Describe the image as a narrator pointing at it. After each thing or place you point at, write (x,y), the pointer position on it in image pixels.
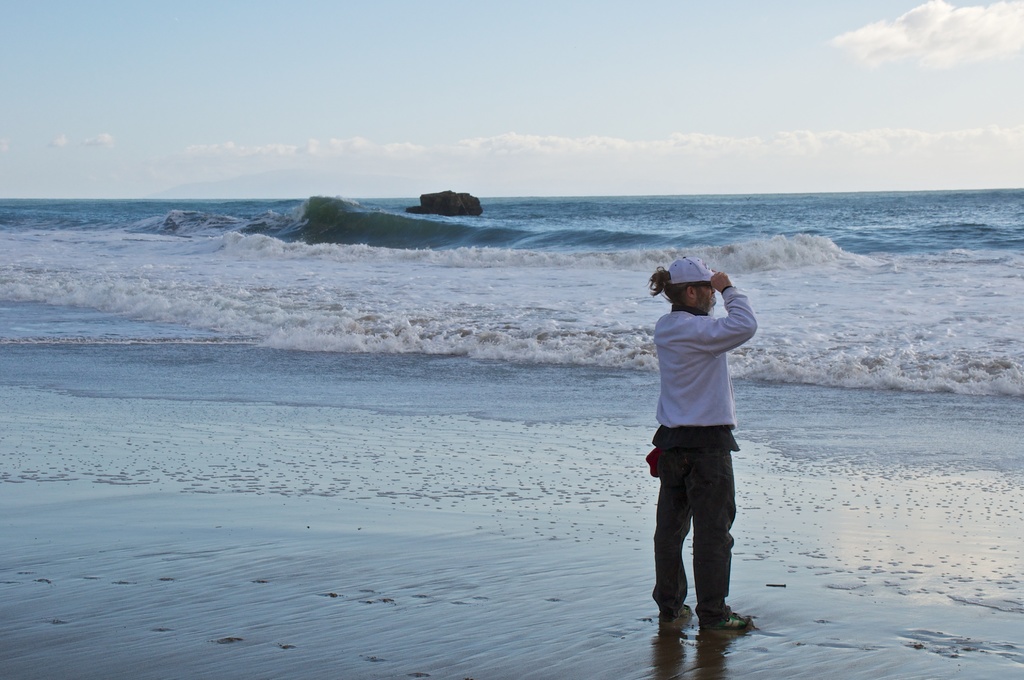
Here we can see a person (702,540) standing on the sand (489,424). Here we can see water (780,276). In the background (832,184) there is sky (844,116) with clouds (903,55).
